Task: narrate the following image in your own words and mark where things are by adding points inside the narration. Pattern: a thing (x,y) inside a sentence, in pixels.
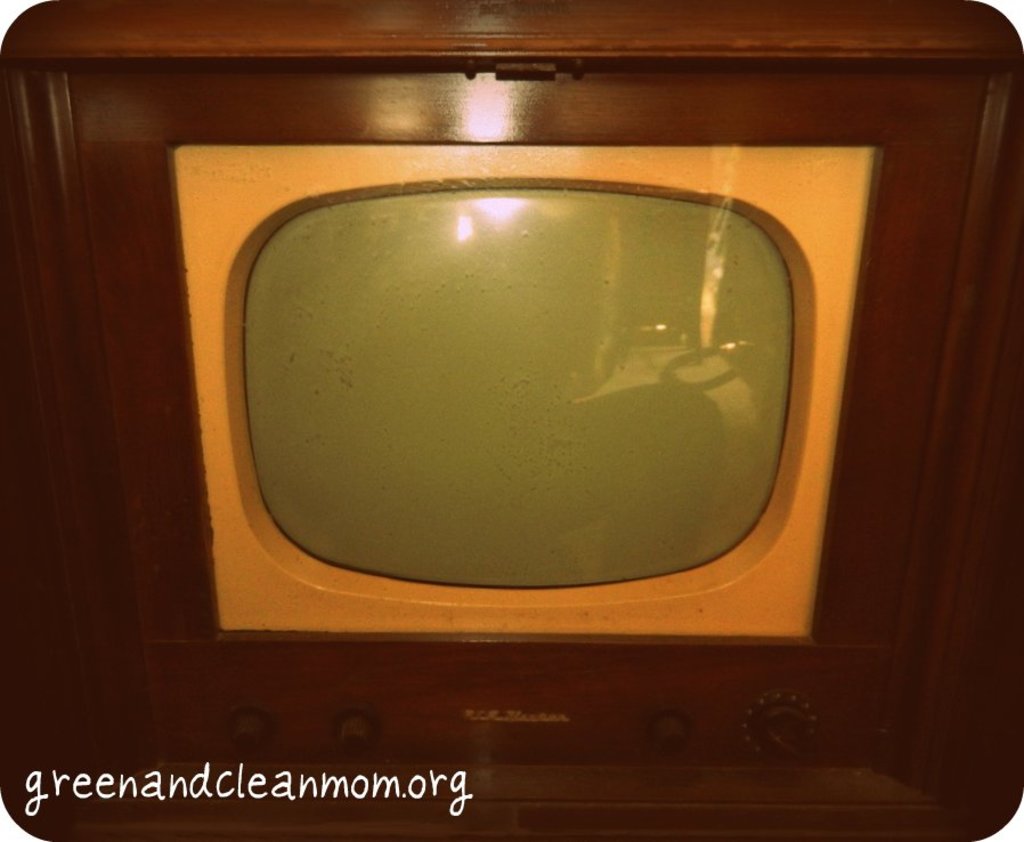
In this image we can see a television (710,530). At the bottom (279,788) there is text (293,791).
